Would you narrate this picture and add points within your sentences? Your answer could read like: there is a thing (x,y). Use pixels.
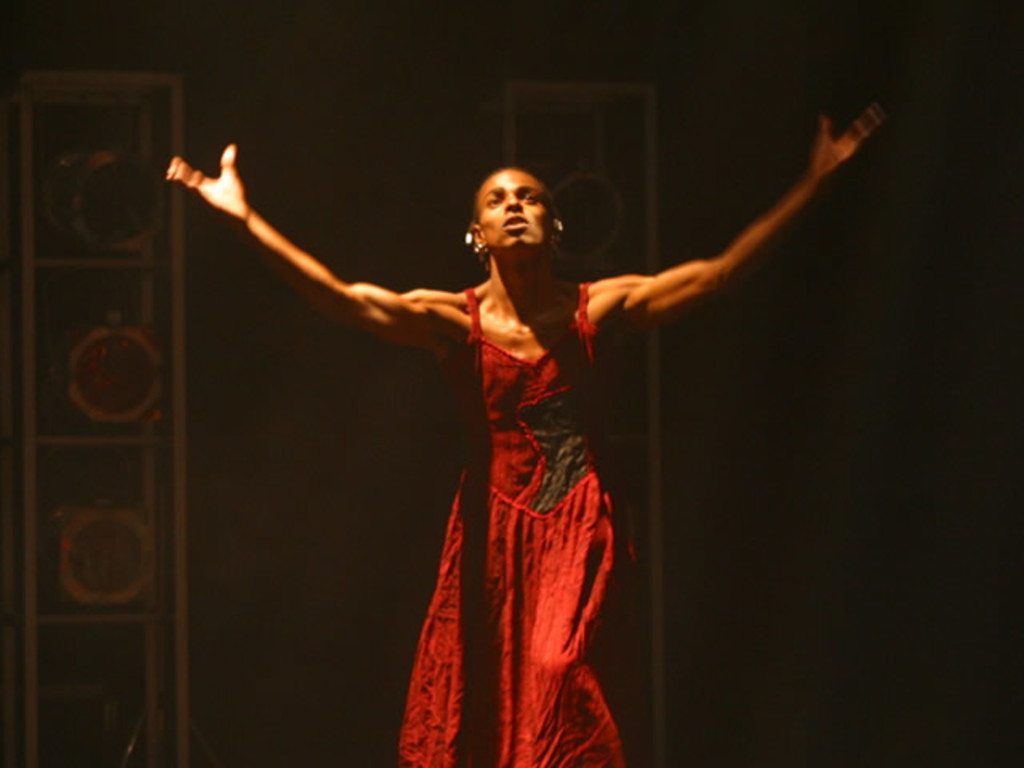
Here we can see a woman (591,584) is standing. In the background (117,331) the image is not clear but there are objects (94,210).
